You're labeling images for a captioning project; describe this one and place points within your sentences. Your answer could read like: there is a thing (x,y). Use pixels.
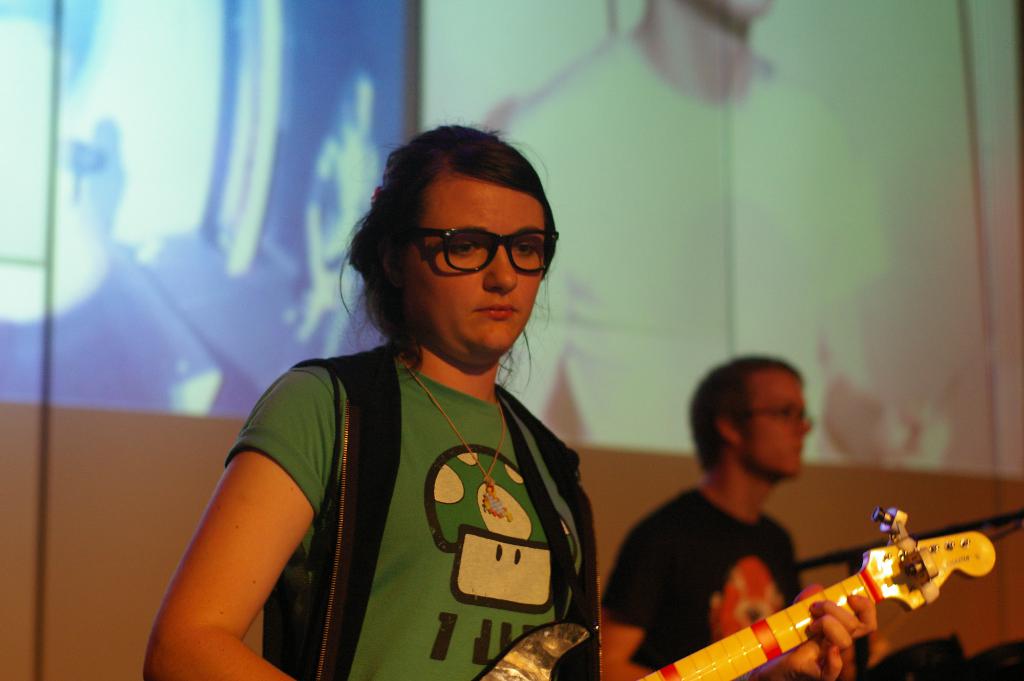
In this image I can see a woman (179,590) and man (645,571). Here I can see she is wearing a specs (550,234) and holding a guitar (489,674).
